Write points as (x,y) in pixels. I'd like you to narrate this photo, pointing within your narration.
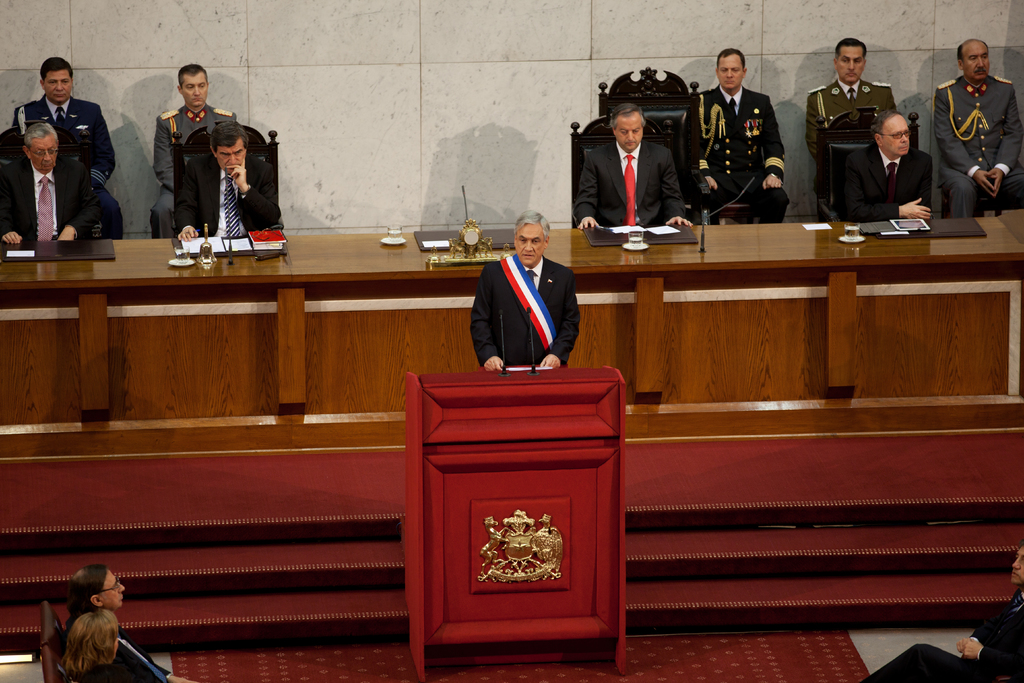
In the foreground (588,404) we can see a man (545,237) standing in front of the wooden podium (591,559) and he is speaking on the microphone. In the background (119,225), we can see a few people (80,171) sitting on the chairs (909,148). Here we can see the files (437,240) and glasses (392,231) are kept on the wooden table (784,253). Here we can see three people (927,664) at the bottom (914,657).
